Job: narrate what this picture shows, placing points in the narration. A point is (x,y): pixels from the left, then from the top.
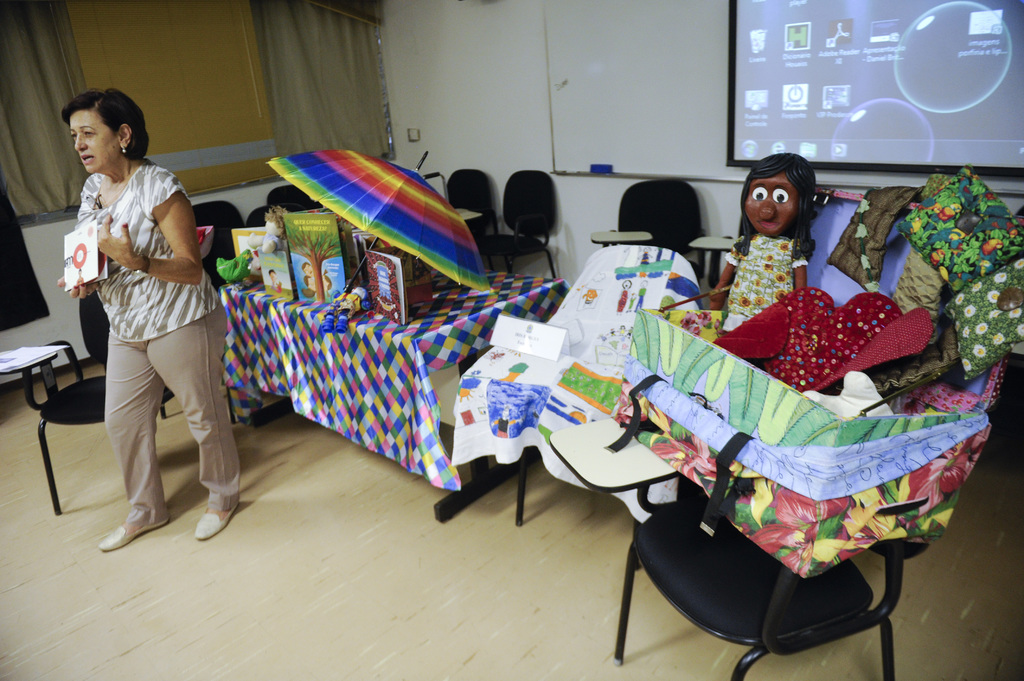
This picture is clicked inside a room (546,279). Woman (147,417) in white and grey shirt (153,288) is holding book (70,236) in her hands (101,235) and she is standing and I think she is trying to talk something. Behind her, we see a table (434,319) with colorful cloth (340,343) placed on it and on table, we see umbrella (450,208), book (399,295) and many toys (229,272). Beside table (410,317), we see chair (835,595) on which a box (745,434) containing mat (863,315) is placed on the chair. Behind the chair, we see a doll (762,251) wearing white, green and yellow dress (762,271). On the right top of the picture (775,109), we see television (848,81) or a monitor (831,158) on which icon (801,101) are displayed.
